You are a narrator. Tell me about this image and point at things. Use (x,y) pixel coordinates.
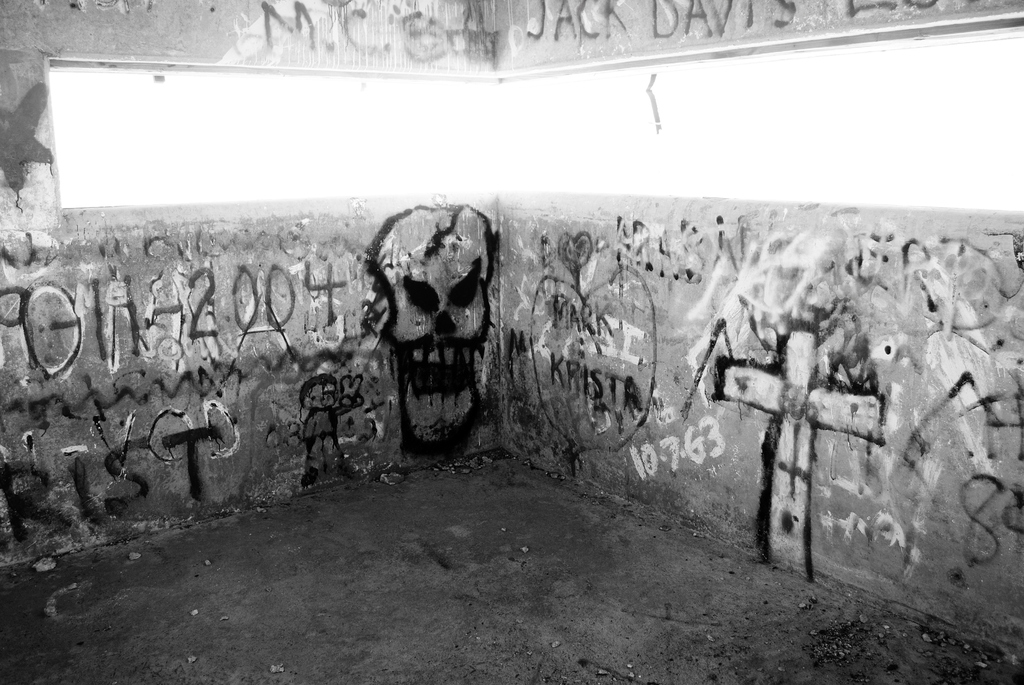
In this image I can see the wall (647,294), window (387,150) and something is written on it. I can see the painting (728,382) on the wall (665,381) and the image is in black and white.
